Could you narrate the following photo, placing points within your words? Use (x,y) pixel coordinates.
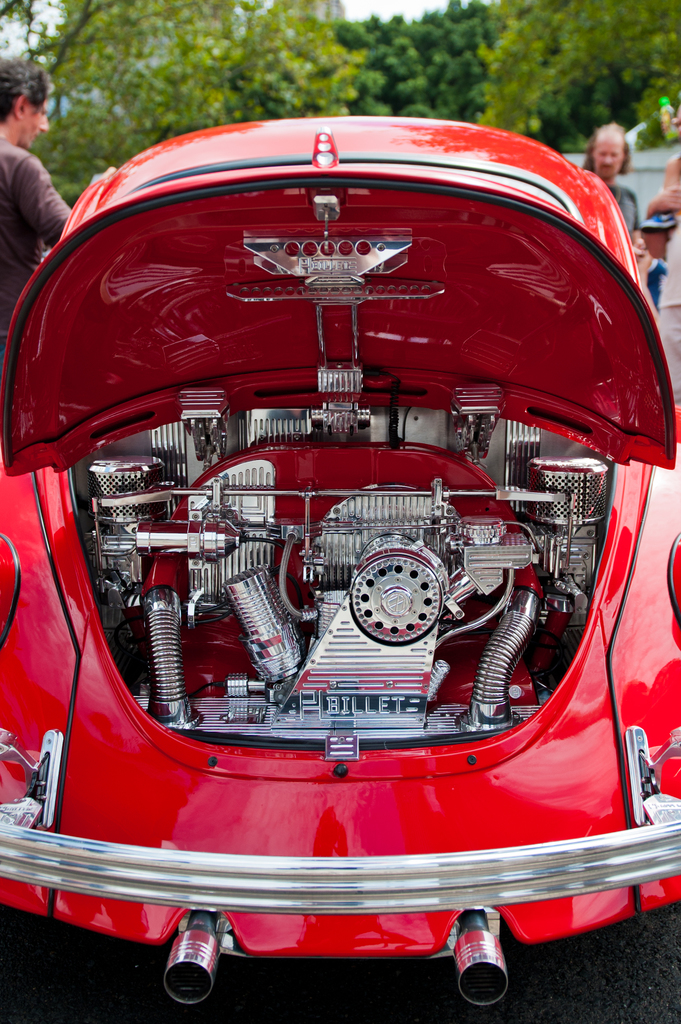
This image is taken outdoors. In the background (178,81) there are a few trees (602,108). At the bottom of the image (178,1004) there is a road (533,968). In the middle of the image (357,378) a vintage car (282,804) is parked on the road (356,1020). The car (350,839) is red and silver in colour. On the left side of the image (28,156) there is a man (25,230). On the right side of the image (620,171) there is a vehicle (634,170) and there are two persons (673,232) standing on the road (602,980).
